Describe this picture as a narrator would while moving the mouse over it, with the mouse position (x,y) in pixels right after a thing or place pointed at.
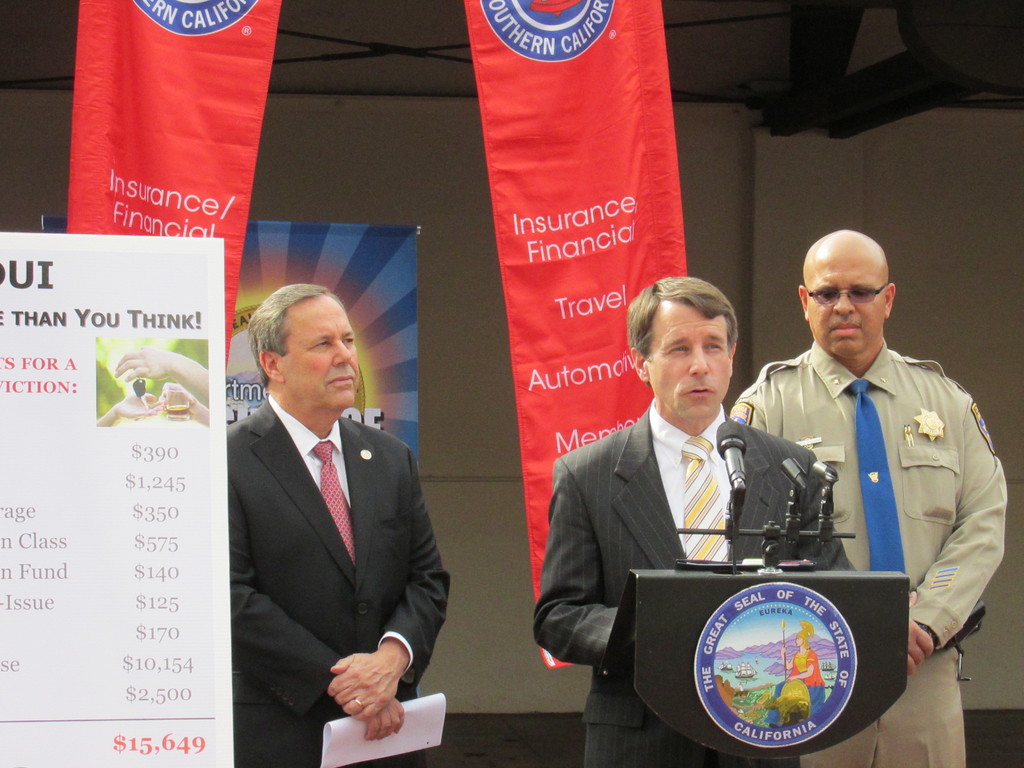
In this image we can see men (563,528) standing on the floor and one of them is at the lectern (854,575), advertisement boards (504,157) and walls (490,303).
